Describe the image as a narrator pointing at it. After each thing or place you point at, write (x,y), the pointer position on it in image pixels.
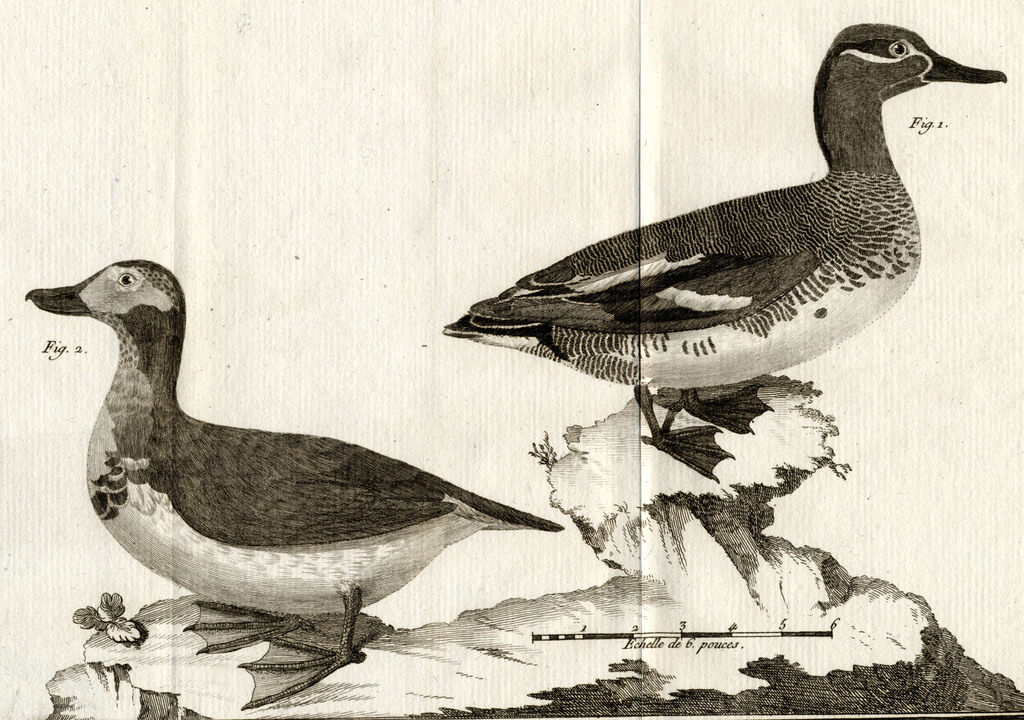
In this picture I can observe a sketch (317,528) of two ducks (700,295). The sketch (181,442) is in black color. This sketch (125,324) was drawn on the paper (410,241).
